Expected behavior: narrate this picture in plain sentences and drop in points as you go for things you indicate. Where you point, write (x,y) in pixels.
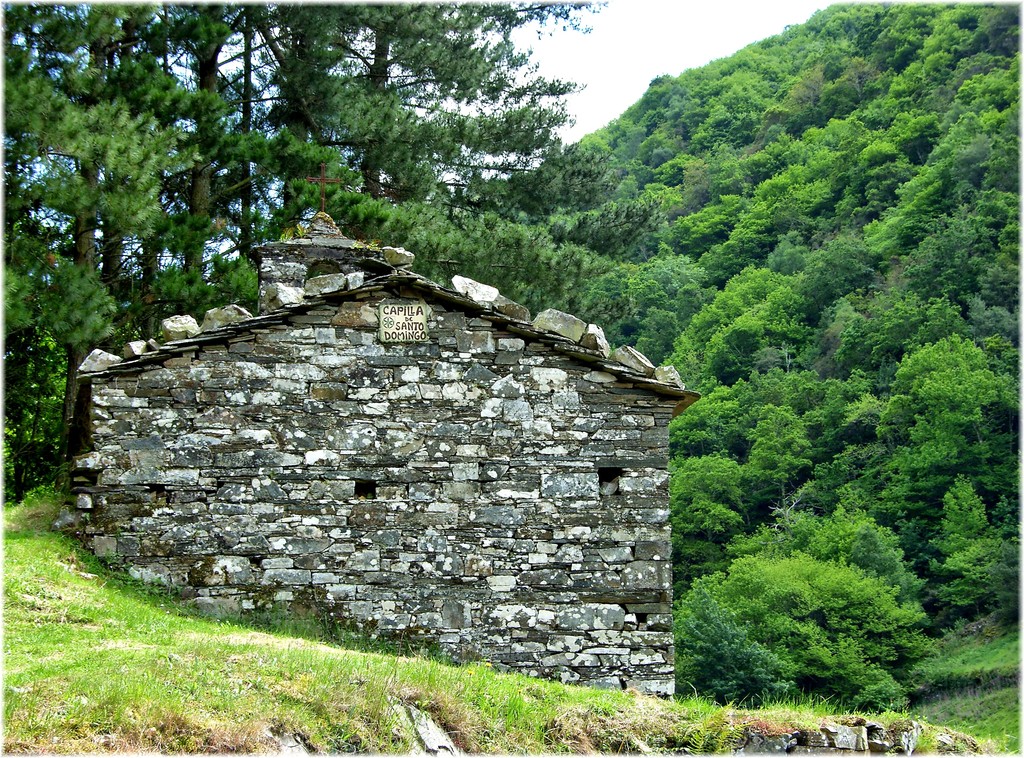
In this image I see the wall (416,438) which is made of stones (588,611) and I see a board (391,329) over here on which there are few words (407,309) written and I see the green grass (999,751). In the background (27,367) I see the trees (731,298) and the sky (638,17).
